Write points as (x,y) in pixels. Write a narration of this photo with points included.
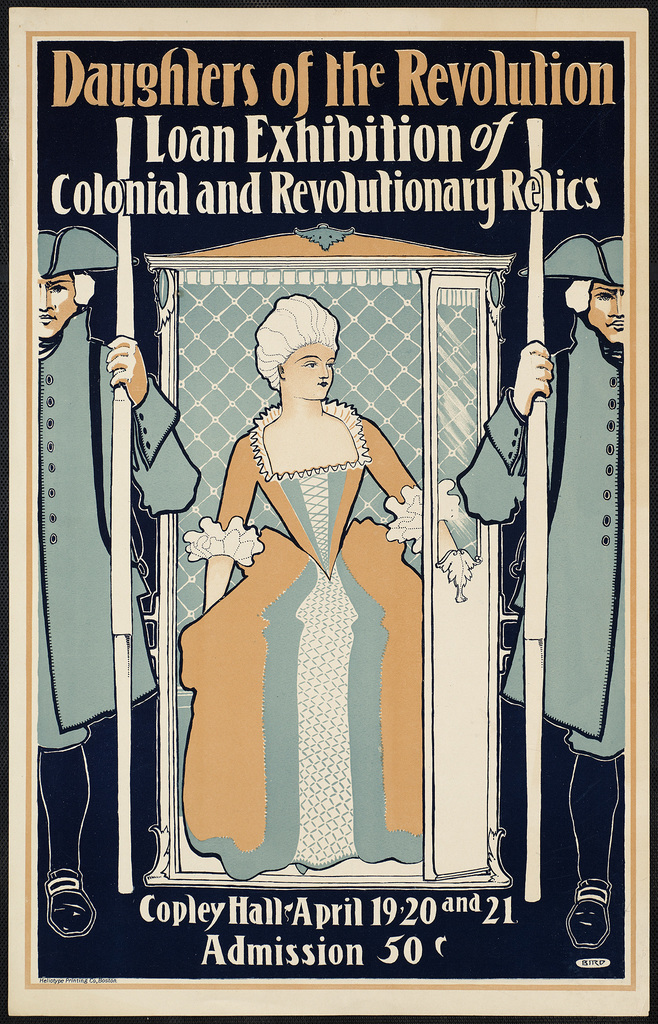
In this picture there is a poster (432,544). In the poster (432,544) I can see the cartoon image (257,479) of a woman (208,695) who is sitting on the chair (177,712), beside her I can see two guards (179,412) who are holding the sticks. At the top (573,83) and bottom I can see something is written in the poster (197,891).
